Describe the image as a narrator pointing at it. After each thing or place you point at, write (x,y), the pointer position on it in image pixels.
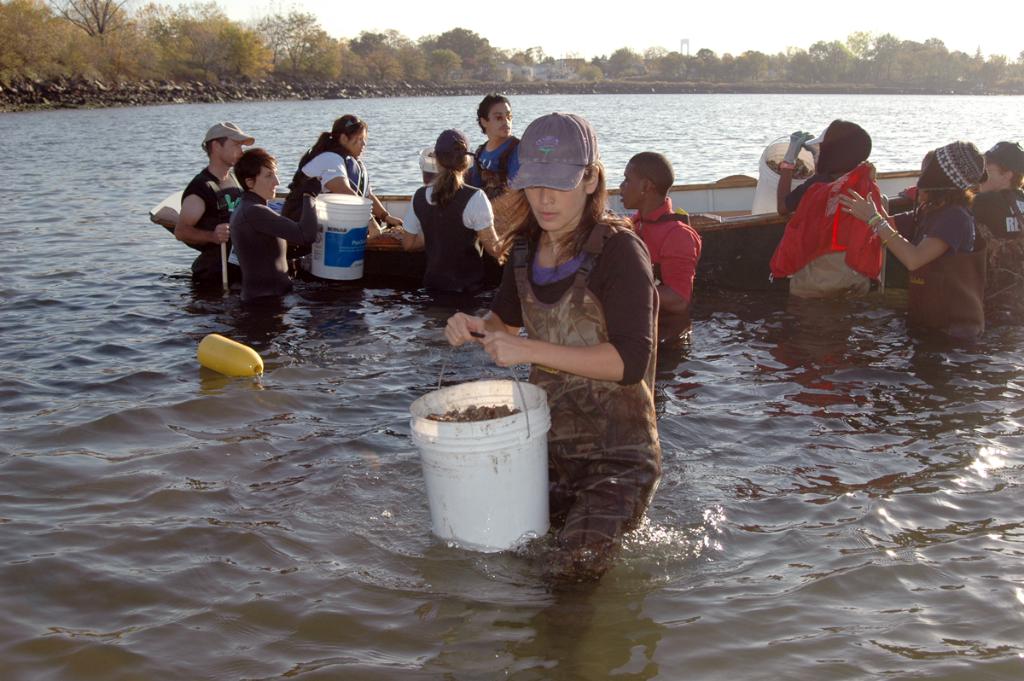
In this image we can see a woman (529,350) wearing the cap (537,159) and holding the bucket (495,426). We can also see a man (507,148) and a woman (351,163) in the boat (413,270) which is on the surface of the river (224,103). We can also see a few people (634,214) with some objects (327,197) in the background (795,166). We can see the trees (497,67) and also the sky (780,45).
